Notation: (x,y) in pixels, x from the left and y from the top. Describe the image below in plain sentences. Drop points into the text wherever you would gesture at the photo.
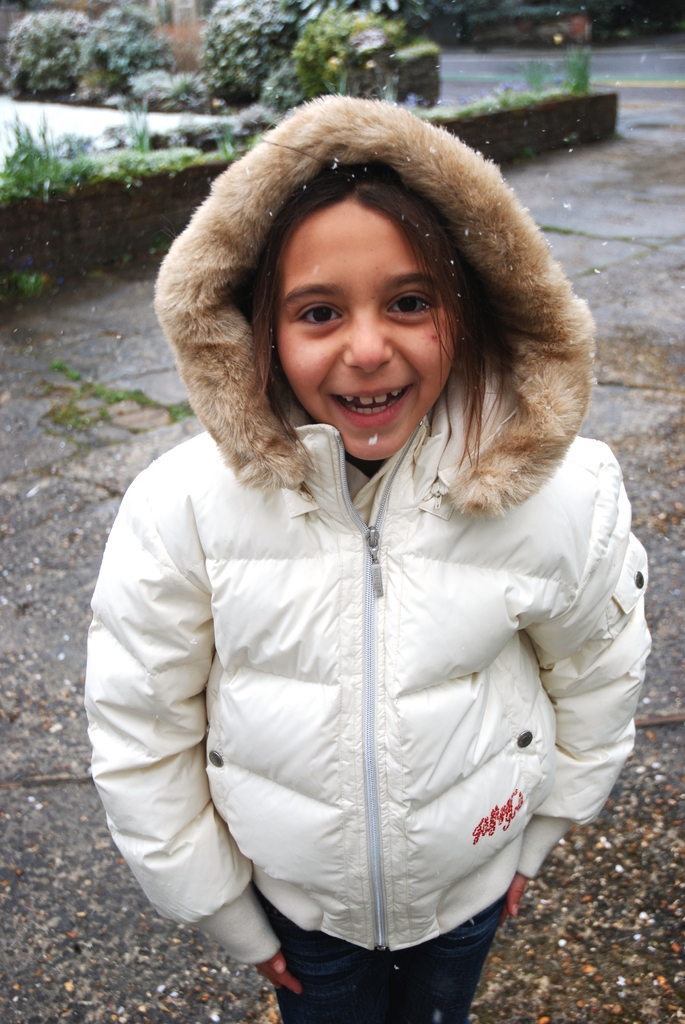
Here I can see a girl (265,581) wearing white color jacket (378,730), standing, smiling and giving pose for the picture. In the background (245,119), I can see some plants (63,47) on the ground (584,170).
